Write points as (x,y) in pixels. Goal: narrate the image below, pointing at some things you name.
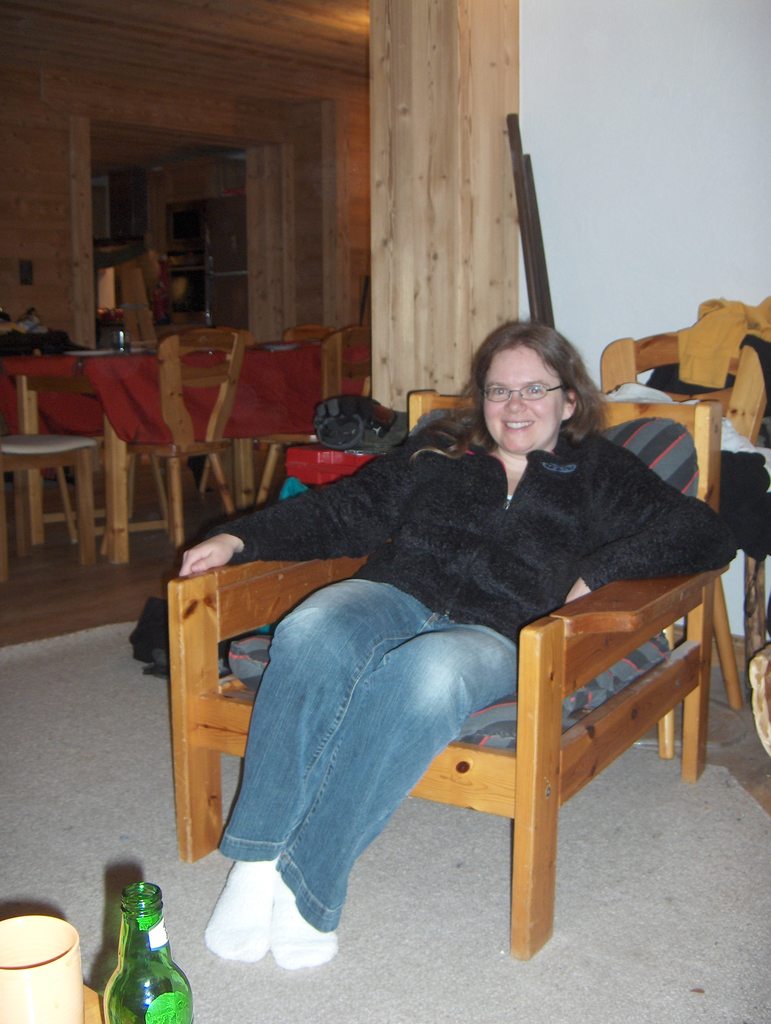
a person (423,740) is sitting on a chair (572,643), wearing a black shirt (487,546) and jeans (367,725). in the front (104,916) there is a green glass bottle (138,916) and a glass (28,986). behind her there is a white wall (655,129). at the left (253,381) there is a table (256,393) on which there is a red cloth (193,406) and chairs (175,464) around it.
